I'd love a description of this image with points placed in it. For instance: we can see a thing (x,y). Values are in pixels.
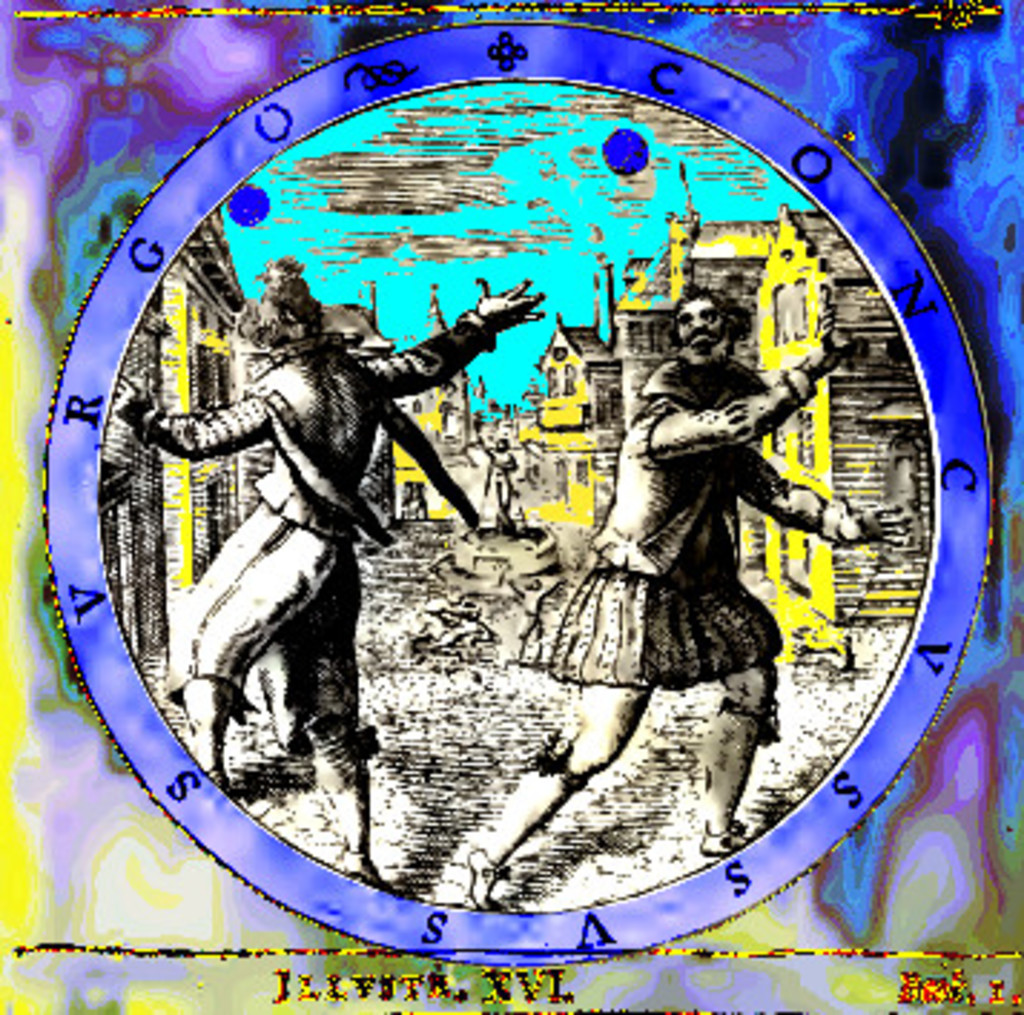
In this image I can see a depiction picture where in the front (396,769) I can see two persons (720,607) are standing and in the background (172,547) I can see number of yellow colour buildings (912,441).
